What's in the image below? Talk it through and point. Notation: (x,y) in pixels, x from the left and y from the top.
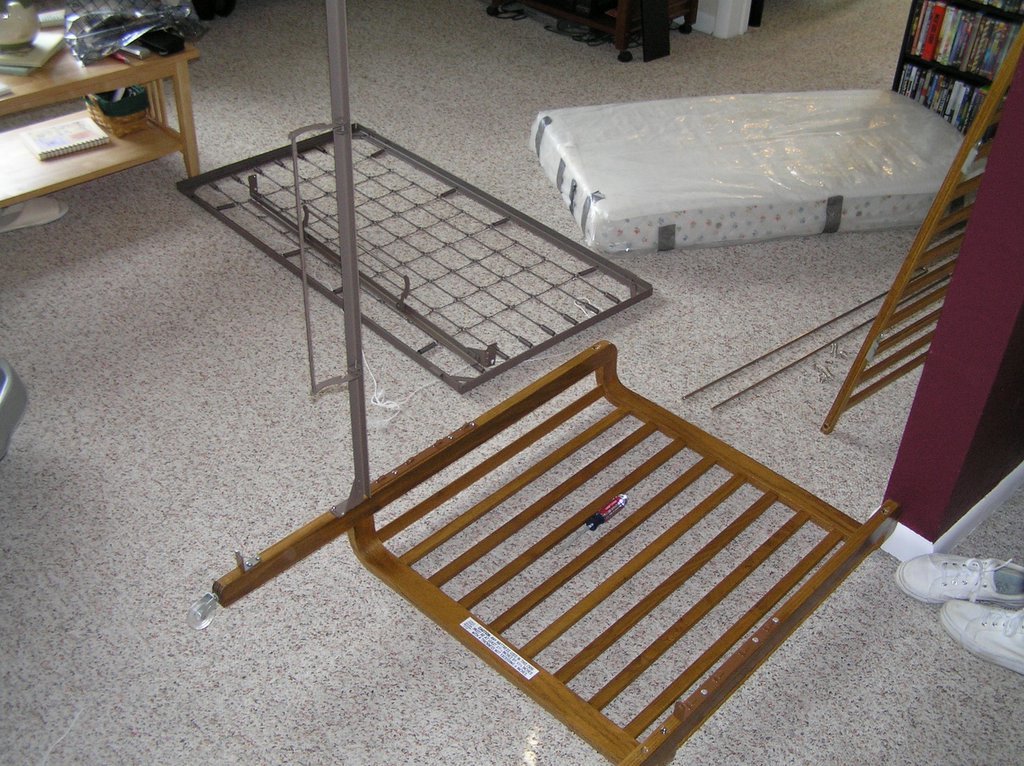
In this image there is a stand (103,62) and we can see things (170,23) placed on the stand (120,83). There is a mesh (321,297) and a wooden grille (651,547) placed on the floor (416,644). On the right (920,490) there is a wall (992,391) and we can see a wooden plank (962,185). There are books (954,53) placed in the stand (961,81). We can see an object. There are shoes (974,596). There is a stand (630,43).
